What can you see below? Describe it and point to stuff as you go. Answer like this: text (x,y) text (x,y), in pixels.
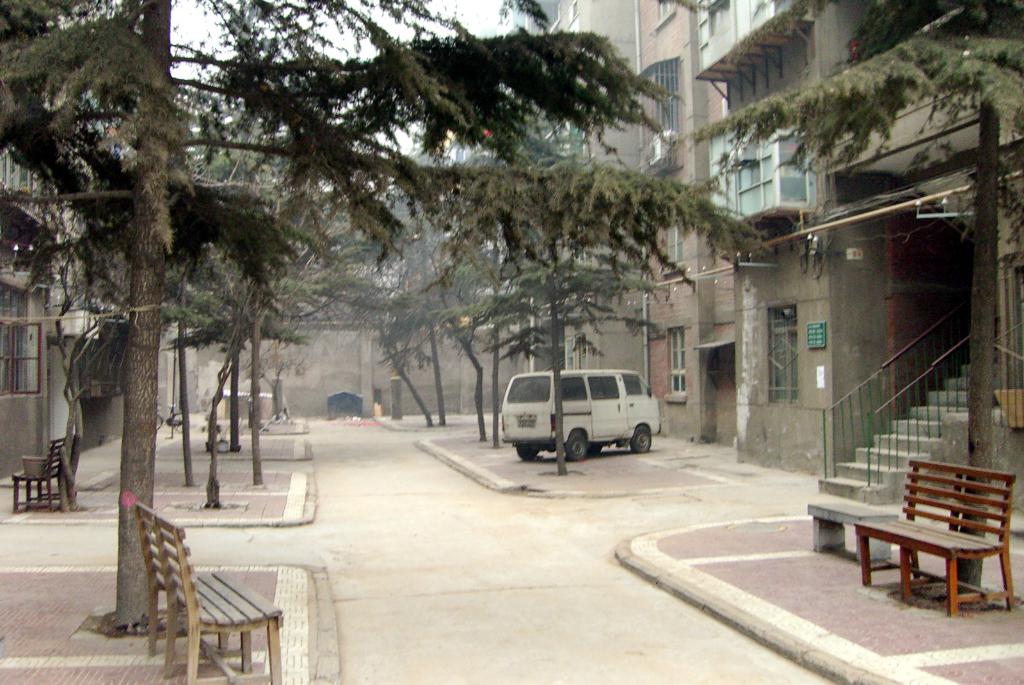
In this picture we can see path (407,580) beside to this path (357,442) vehicle (573,422) is parked and on footpath (920,554) we can see benches (894,518), trees (314,95) beside to this there is building (778,294) with windows (774,320), name board (815,334).
